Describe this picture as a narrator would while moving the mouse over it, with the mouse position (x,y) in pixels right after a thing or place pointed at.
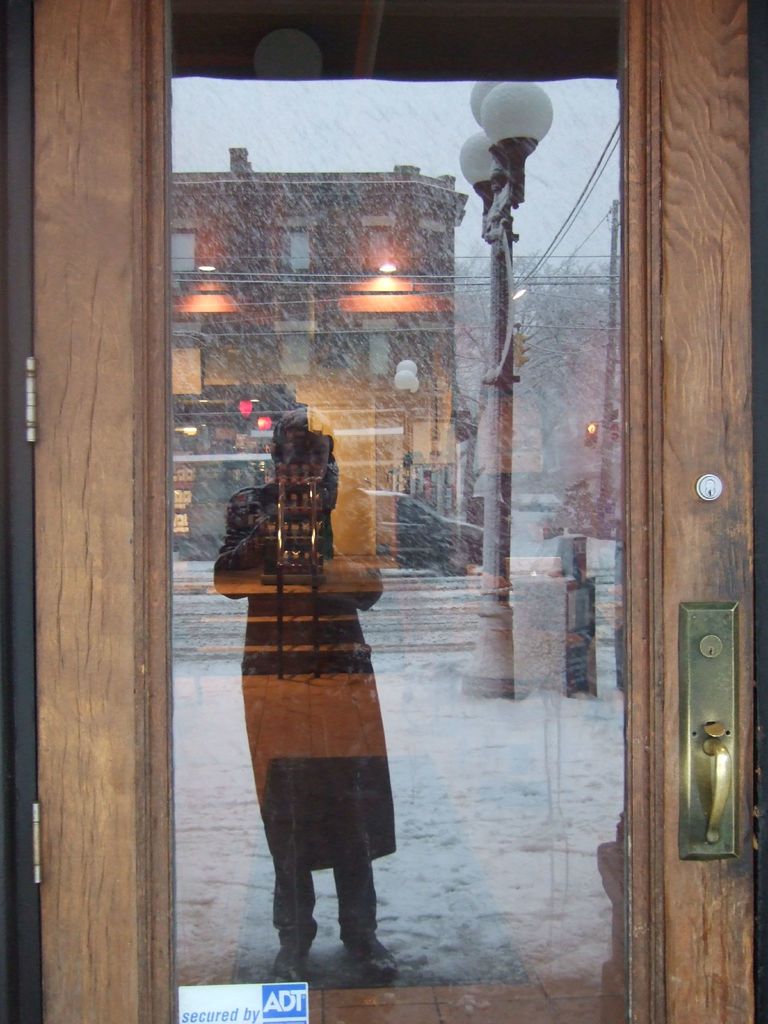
In this picture we can see a glass door (592,861) in the front (506,909), we can see reflection (249,860) of a person (284,687), a car (412,532), a pole (502,362), lights (499,118), a building (288,315), a tree (582,331) and the sky (430,138) on the glass (378,440).
